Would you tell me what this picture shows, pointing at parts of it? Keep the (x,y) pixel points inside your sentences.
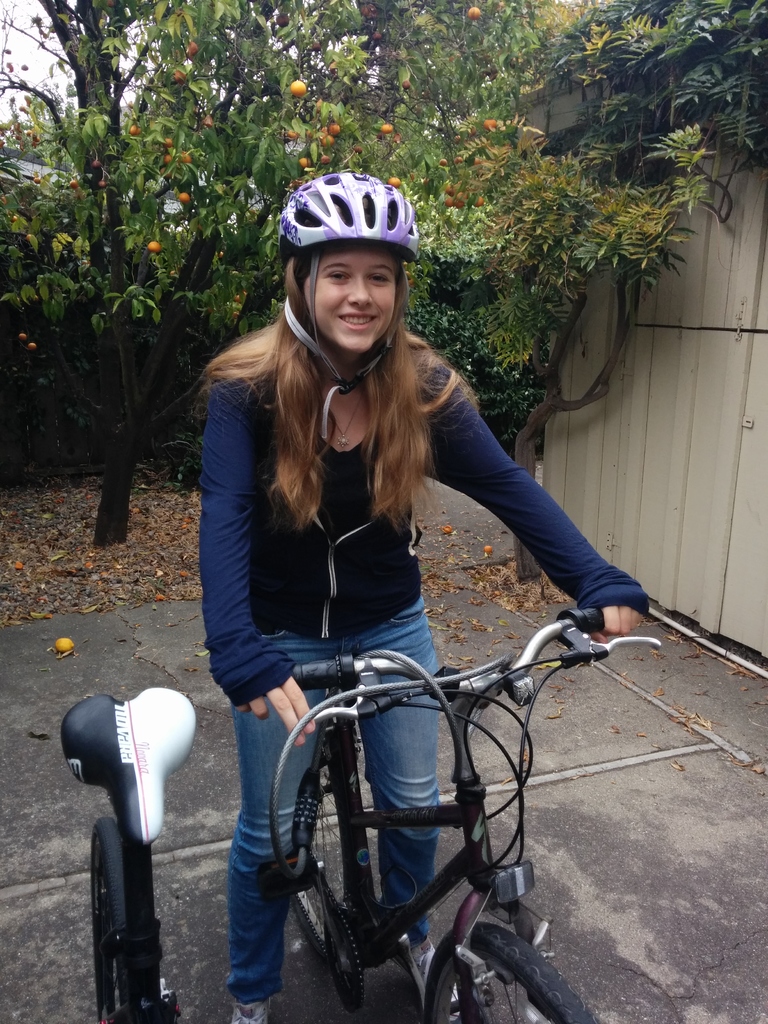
Here a woman (404,742) is on bicycle (451,695), she is wearing a helmet (355,235), behind her there is a tree (293,157) with fruits (293,84).
